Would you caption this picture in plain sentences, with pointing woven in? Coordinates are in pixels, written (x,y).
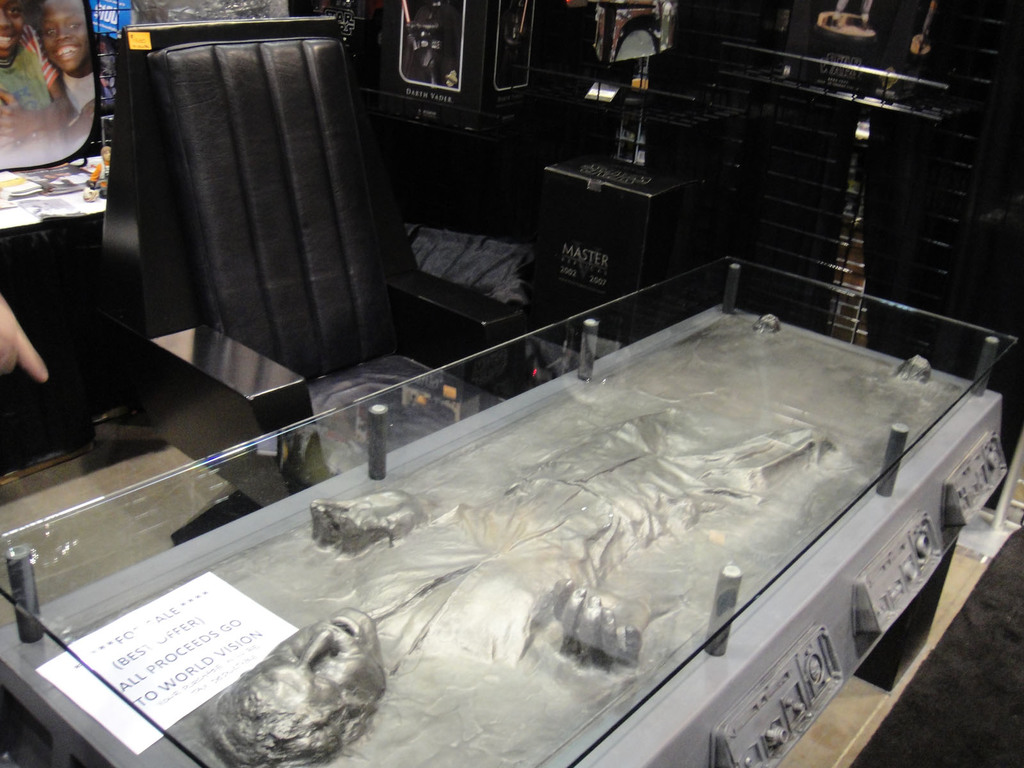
There is a statue of a person (571,484) in a box (214,557), along with the sheet (225,617). And the box (81,622) is covered with a glass (856,294), near a black color chair (286,308). In the background (927,170), there are other objects (163,2).
